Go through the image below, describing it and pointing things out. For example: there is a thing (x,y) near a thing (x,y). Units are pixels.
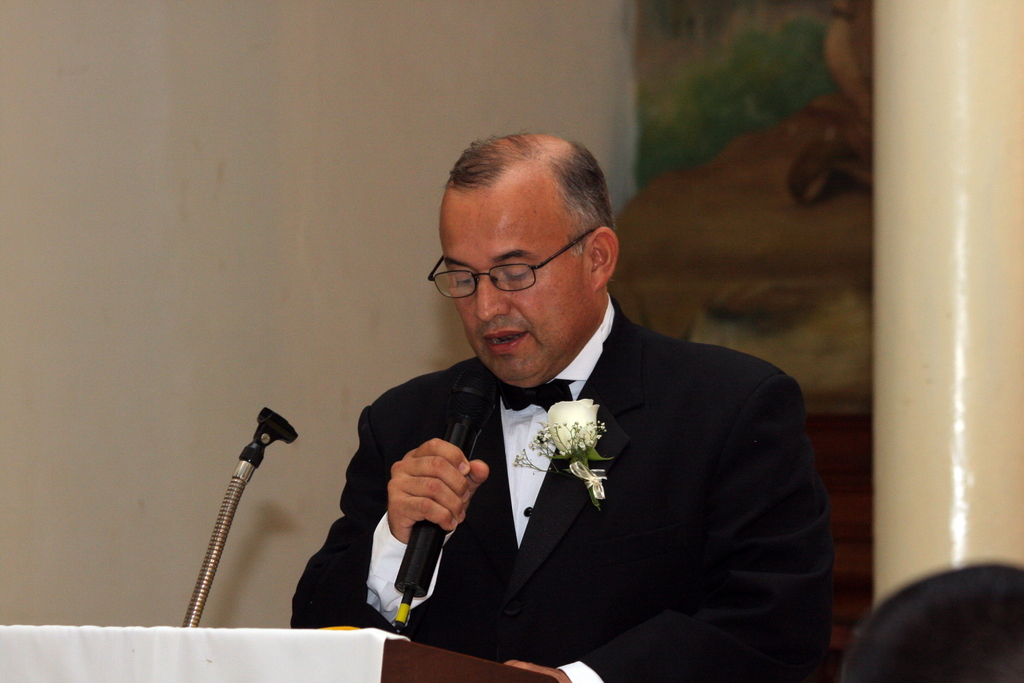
There is a man (439,509) holding a microphone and wore suit (448,387) with flower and spectacle (453,275), in front of this man (428,507) we can see podium (316,646) with stand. Background (151,575) we can see wall (21,497) and pillar (925,27).
